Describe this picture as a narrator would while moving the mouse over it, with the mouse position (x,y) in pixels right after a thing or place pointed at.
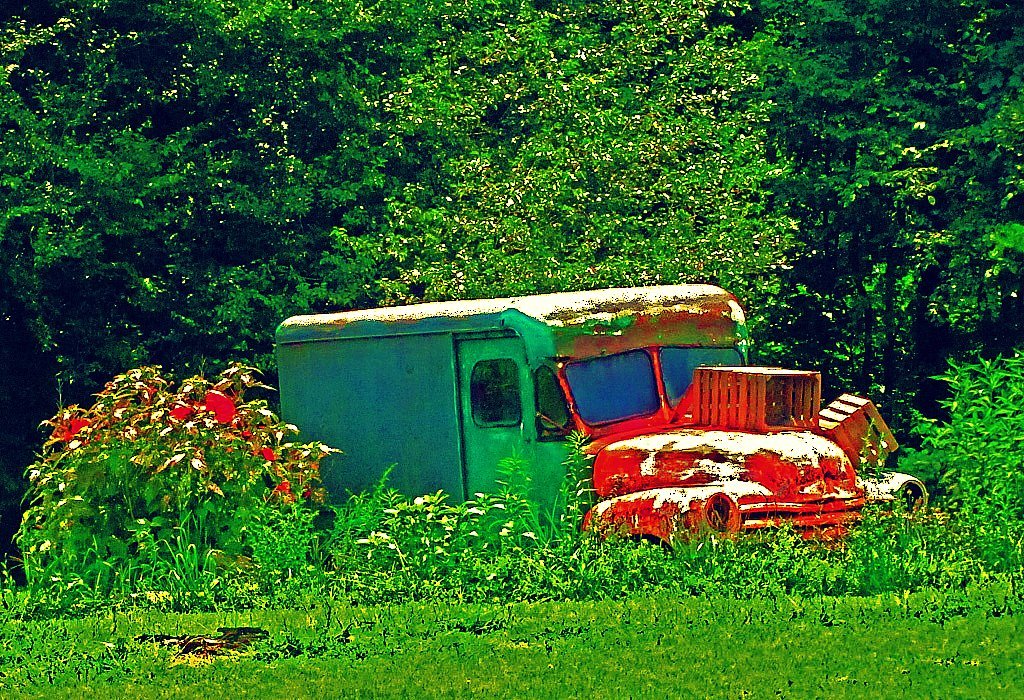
In this picture we can see a truck (669,456) and on the truck (730,433) there are some objects (746,401) and in front of the truck (461,408) there are plants (434,514) and grass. Behind the truck (484,350) there are trees (724,158).
